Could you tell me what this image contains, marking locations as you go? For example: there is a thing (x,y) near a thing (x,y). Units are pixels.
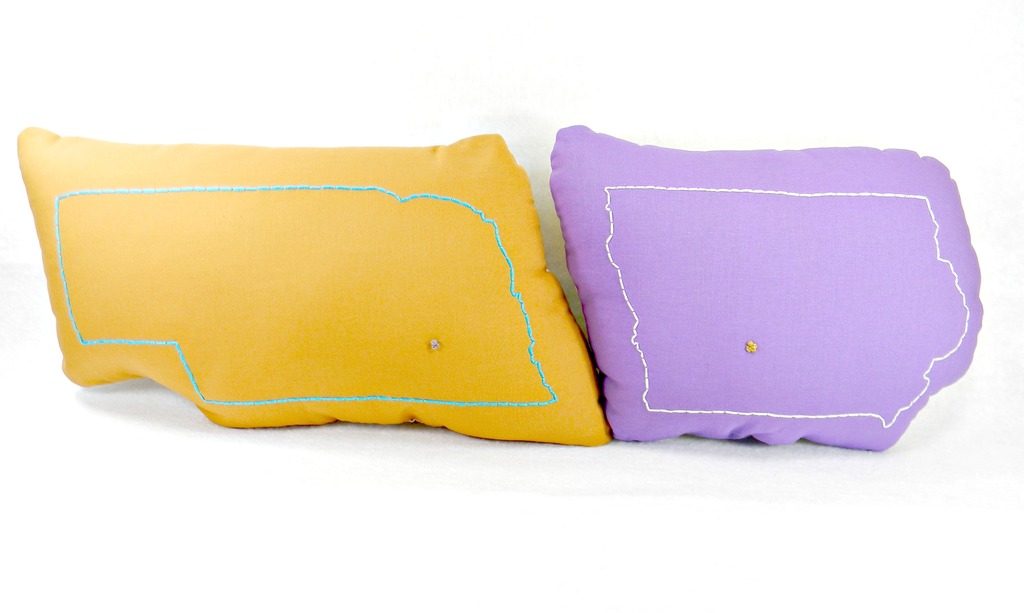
In this image I can see two pillows (586,309). One is in yellow color and another one is in violet color. The background (884,83) is in white color.
